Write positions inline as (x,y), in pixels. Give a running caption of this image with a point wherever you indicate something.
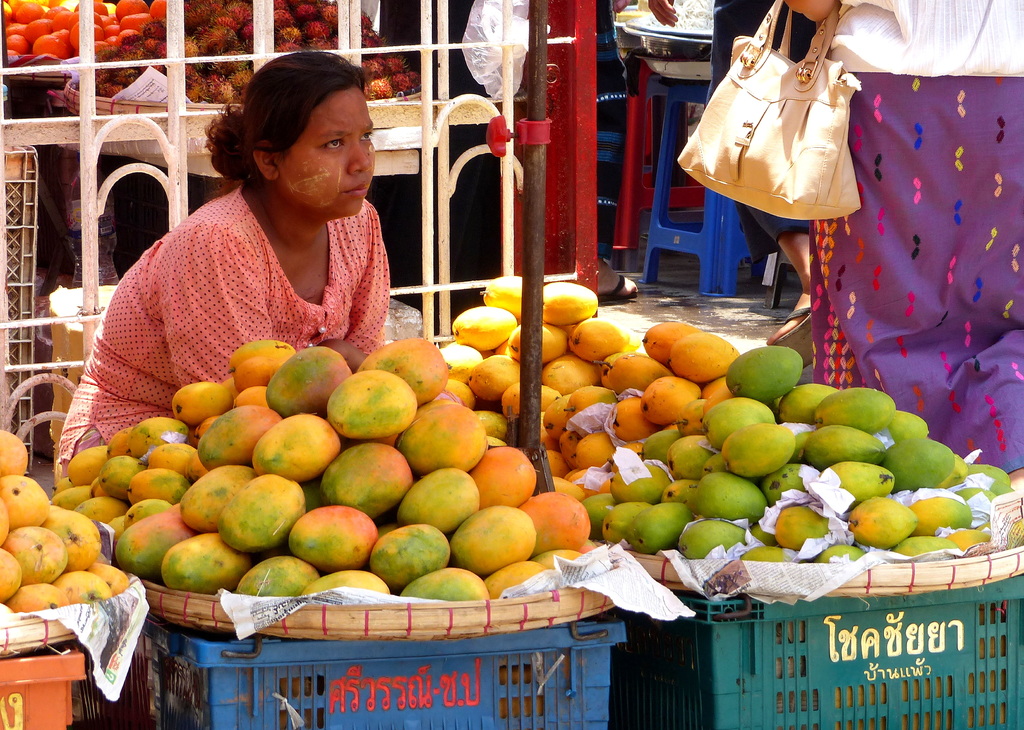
In this picture we observe a woman (333,137) and in front of her there are baskets of mangoes (150,472) kept on a stand (798,654). In the background (211,43) we observe many fruits (100,23) kept in a basket (209,62) and also people (847,16) in the frame.
